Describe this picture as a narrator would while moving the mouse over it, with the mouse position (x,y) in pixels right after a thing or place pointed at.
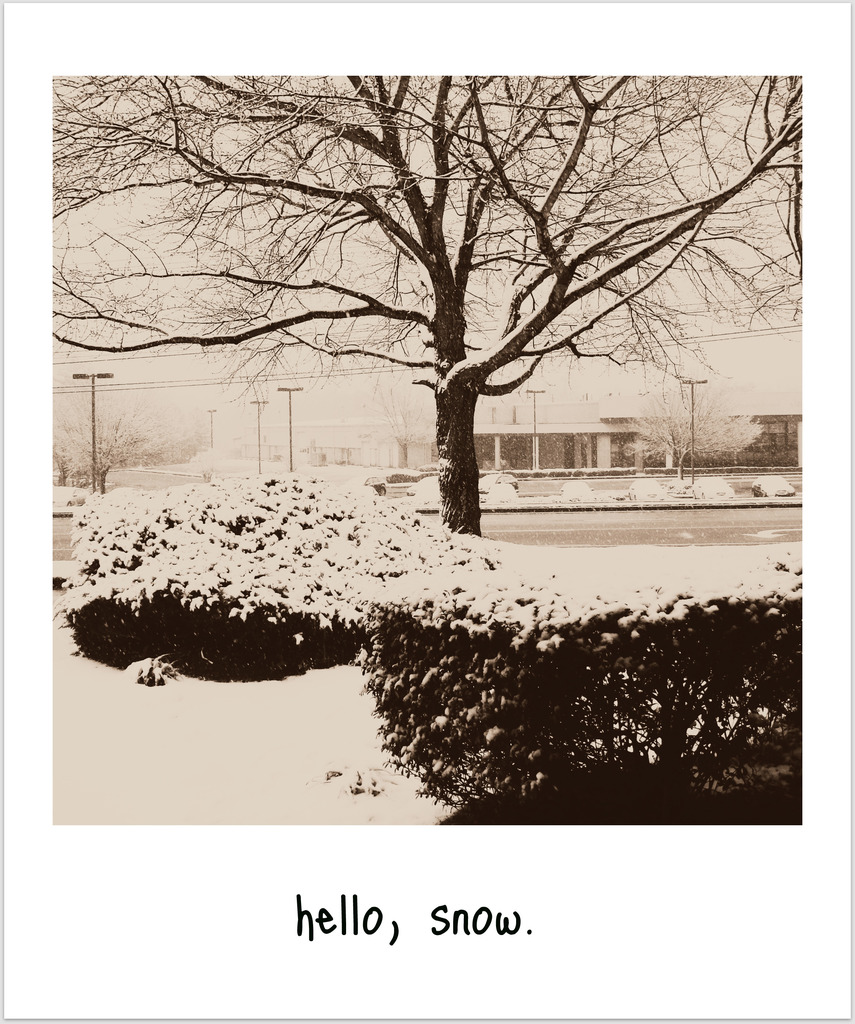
In this black and white image there are plants (610,472), trees (436,436), poles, buildings (571,414) and at the bottom of the image (311,912) there is some text (309,925).
